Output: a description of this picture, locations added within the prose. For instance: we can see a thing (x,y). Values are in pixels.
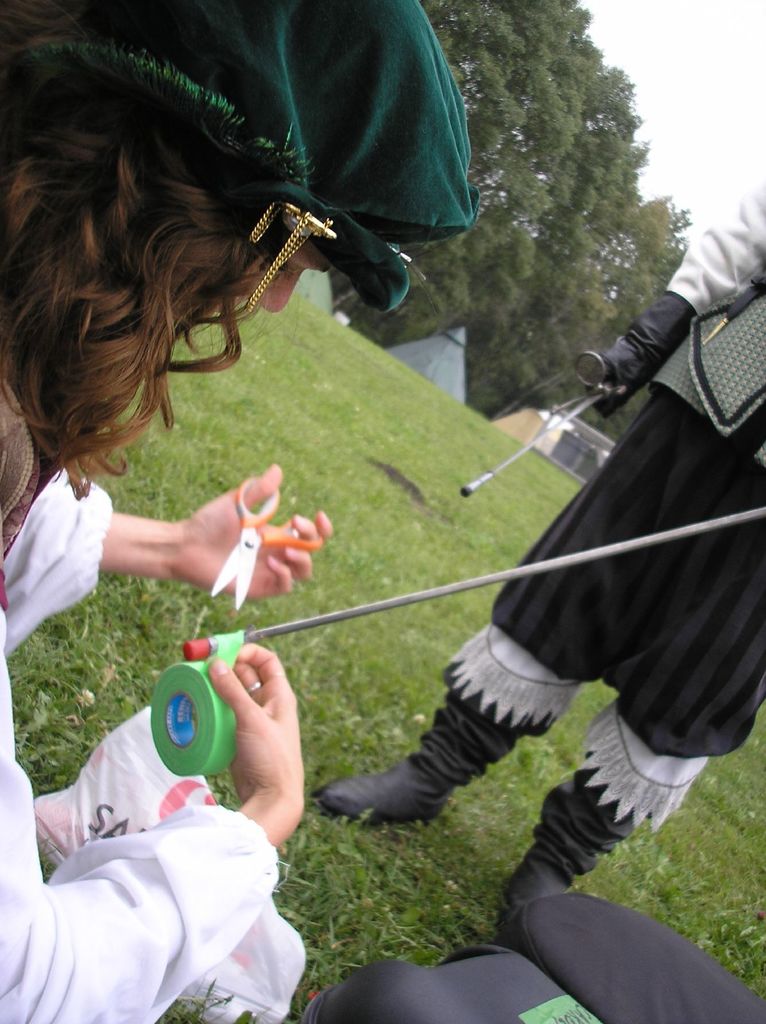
There is a lady (46,20) on the left side of the image (208,580) holding a scissors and tying ribbon (212,719) to a stick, there are bags (543,933) and a polythene (264,951) on the grassland (459,822), there is another person (696,587) on the right side (696,587). There are houses (581,456), trees (508,149) and the sky (720,77) in the background area (761,53).
